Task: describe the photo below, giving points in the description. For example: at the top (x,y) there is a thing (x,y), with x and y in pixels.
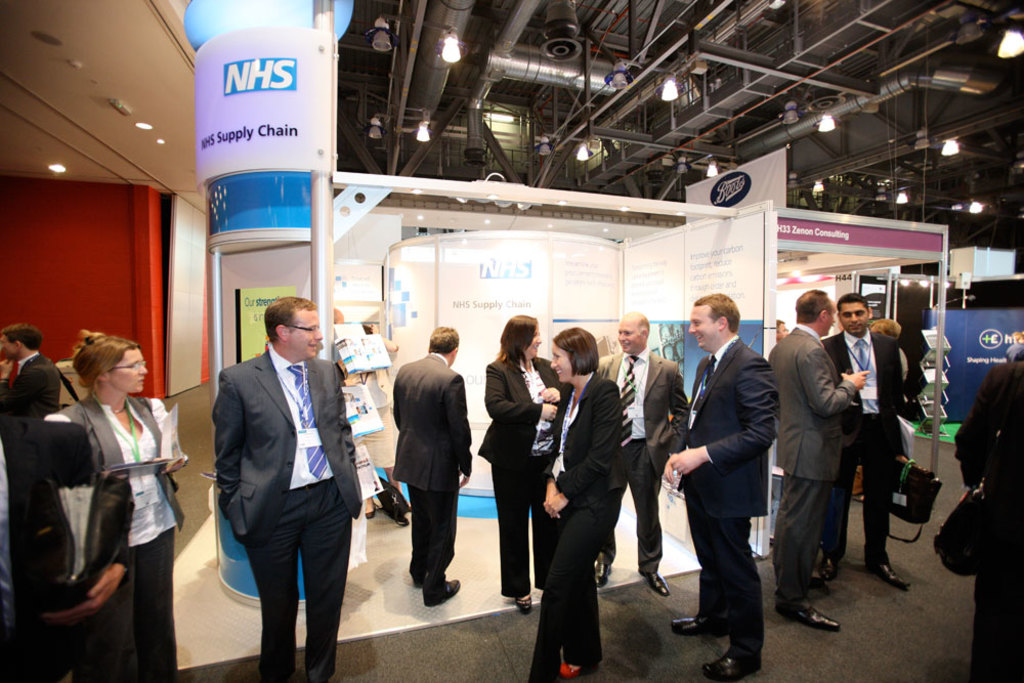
Here people (528,374) are standing, these are advertisement boards (663,329), here there are lights (788,108) hanging to the shed (720,122).
